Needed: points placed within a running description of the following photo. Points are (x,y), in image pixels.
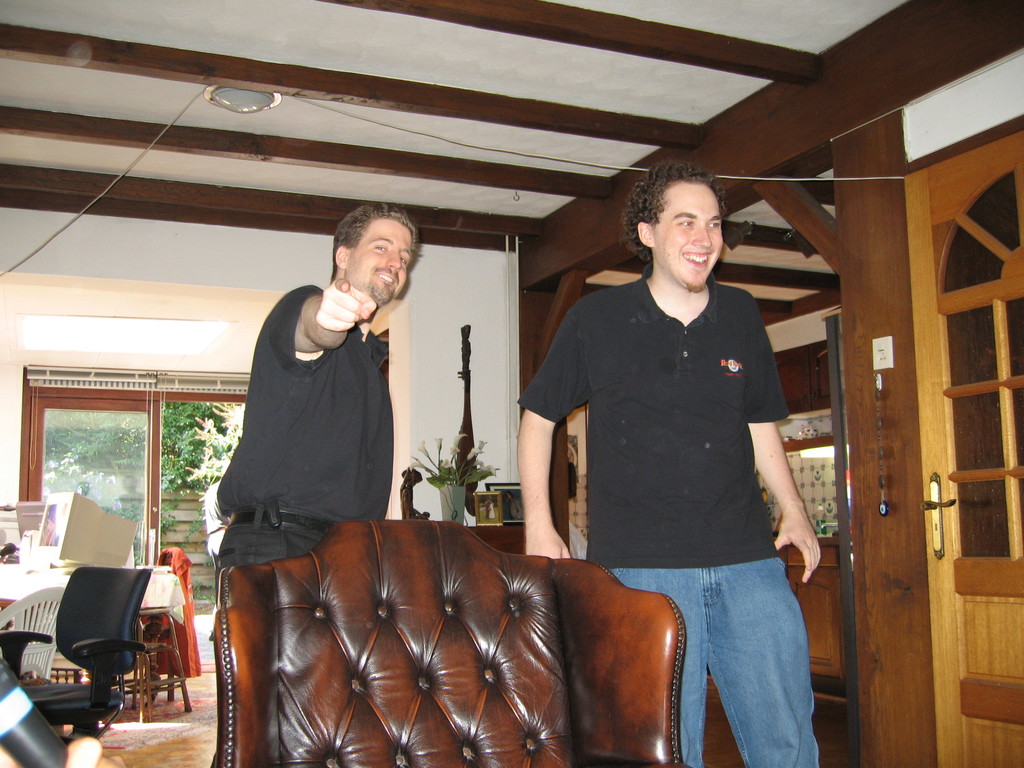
In this image we can see two persons (673,417) wearing dress (568,413) are standing on the floor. In the foreground of the image (581,719) we can see a person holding microphone (50,738), some chairs (385,689), screen (107,543) placed on the table (170,583). In the background (504,489), we can see flowers (463,470) in pot (456,508), photo frames (500,511), doors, a group of trees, wood pieces (911,506) and some lights (228,101).
